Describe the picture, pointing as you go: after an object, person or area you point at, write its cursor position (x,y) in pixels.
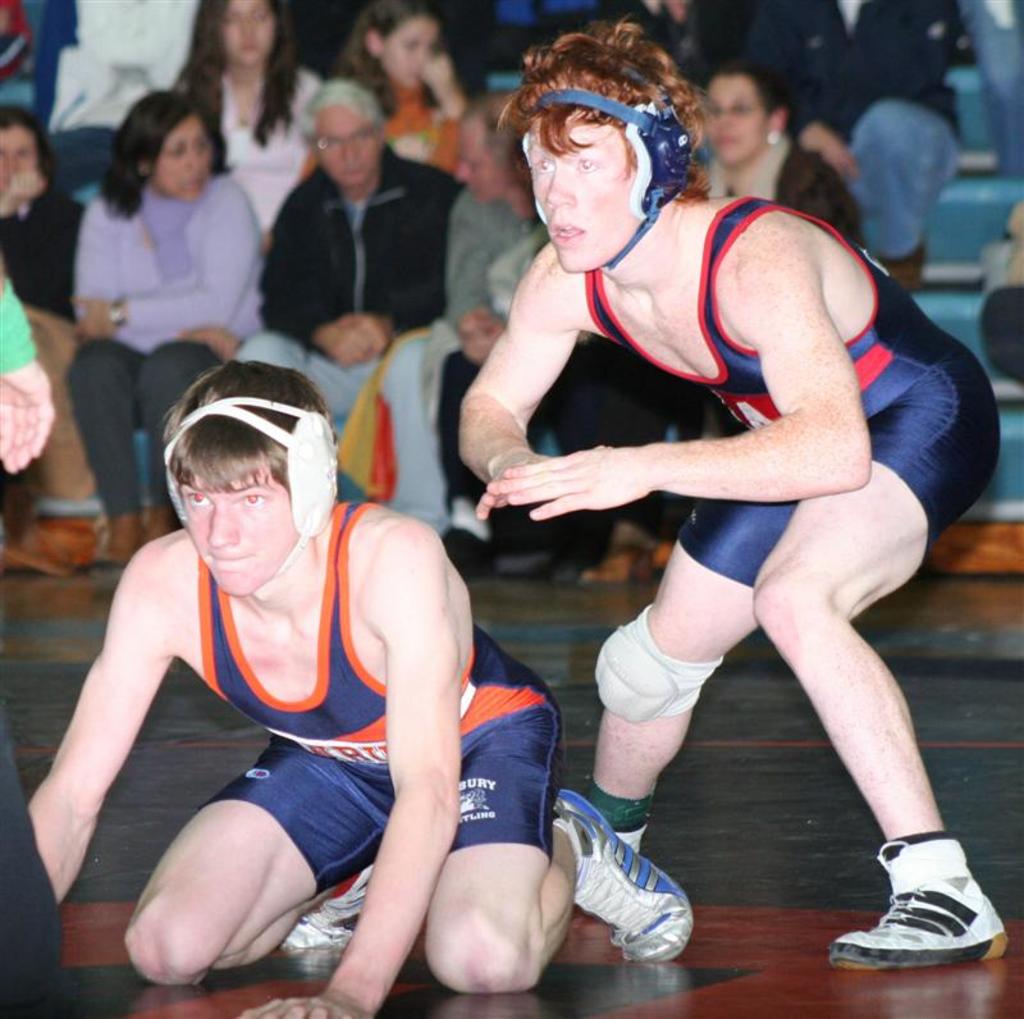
In this image I can see a person (763,384) wearing blue dress (893,377) and white shoe (954,881) is standing and another person (354,633) wearing blue dress (344,755) and white and blue shoe (594,883) is sitting on the floor (1023,602). In the background (318,221) I can see few people (300,324) sitting and few stairs (947,229) which are blue in color.
